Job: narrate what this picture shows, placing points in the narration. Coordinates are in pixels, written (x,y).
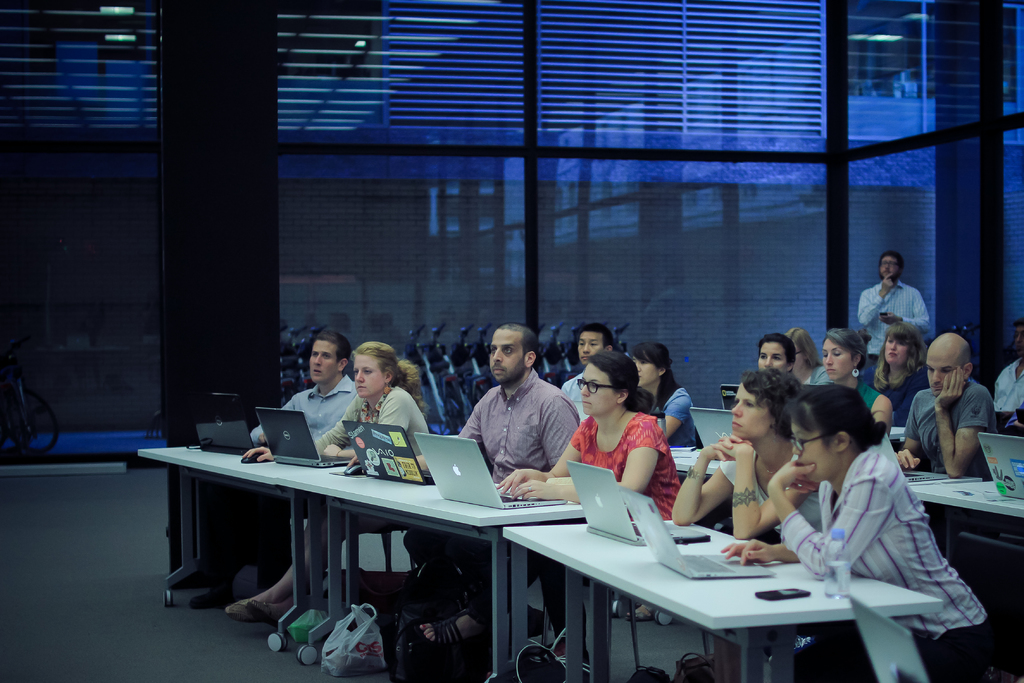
I can see in this image a group of people (521,456) are sitting on a chair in front of a table (579,550). On the table (386,493) we have few laptops (397,466) and other objects (344,476) on it. A man (886,278) is standing behind this people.
